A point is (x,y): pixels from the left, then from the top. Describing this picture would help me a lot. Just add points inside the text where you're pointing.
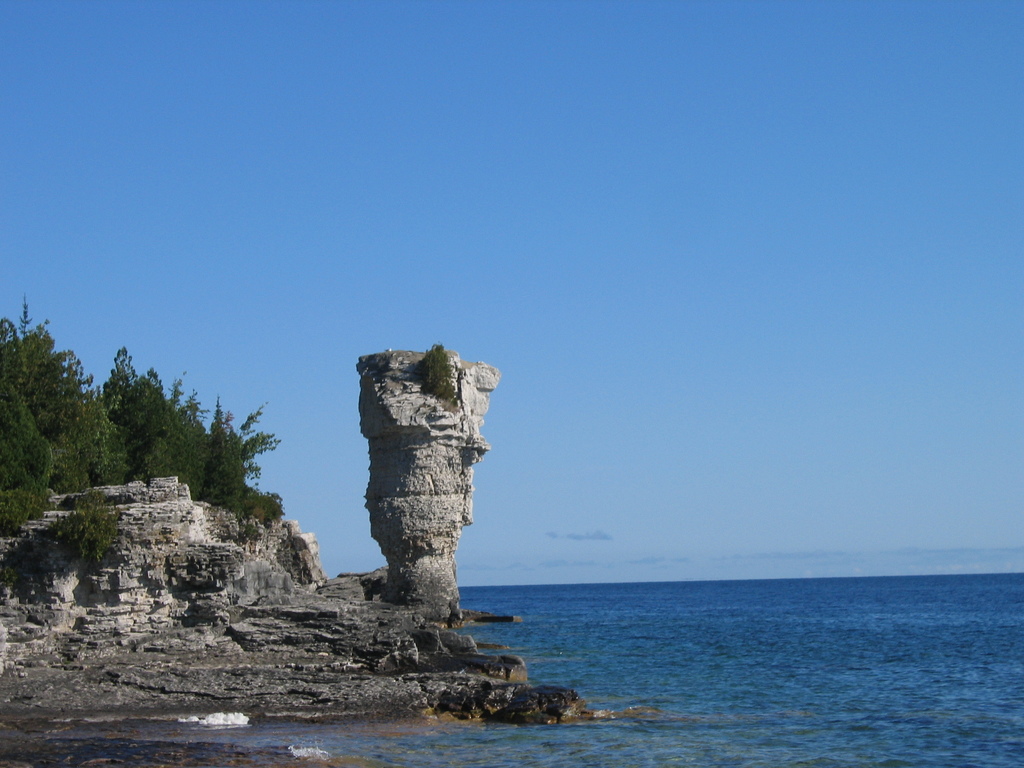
In this image at the bottom right (772,641) there is the sea (640,653), at the left (218,558) there is rock formation (164,587) and tree (1,470), at the top (492,255) there is the sky (492,255).
